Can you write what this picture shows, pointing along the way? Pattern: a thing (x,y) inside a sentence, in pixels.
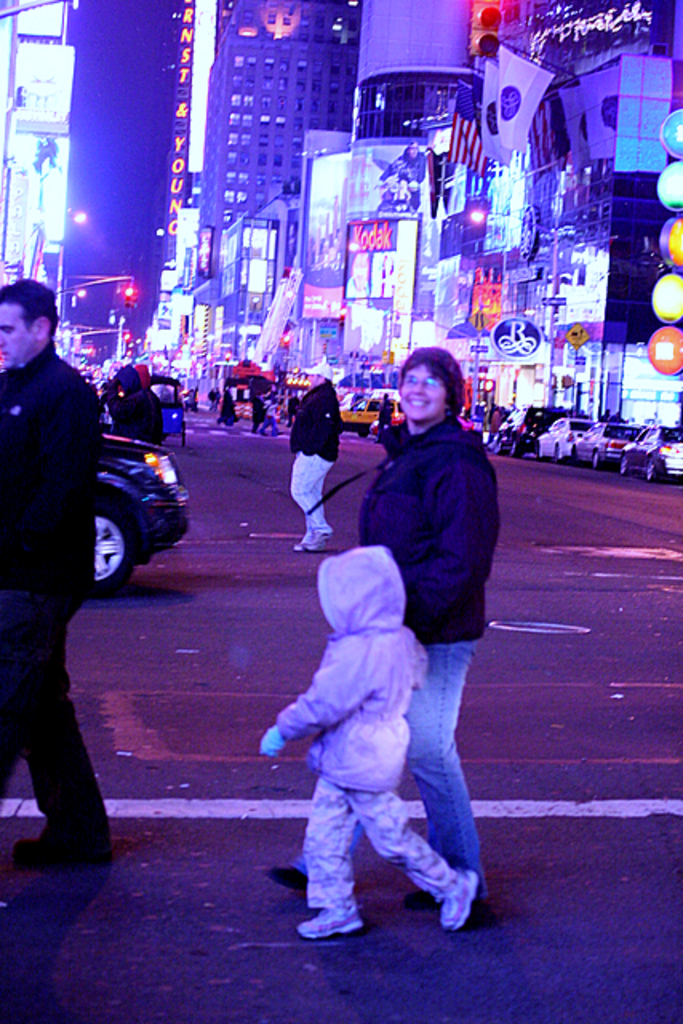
In the picture i can see some persons (372,577) crossing road (188,412), on right side of the picture (535,451) there are some cars (655,469) parked, there are some buildings (169,267), street lights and traffic signals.
